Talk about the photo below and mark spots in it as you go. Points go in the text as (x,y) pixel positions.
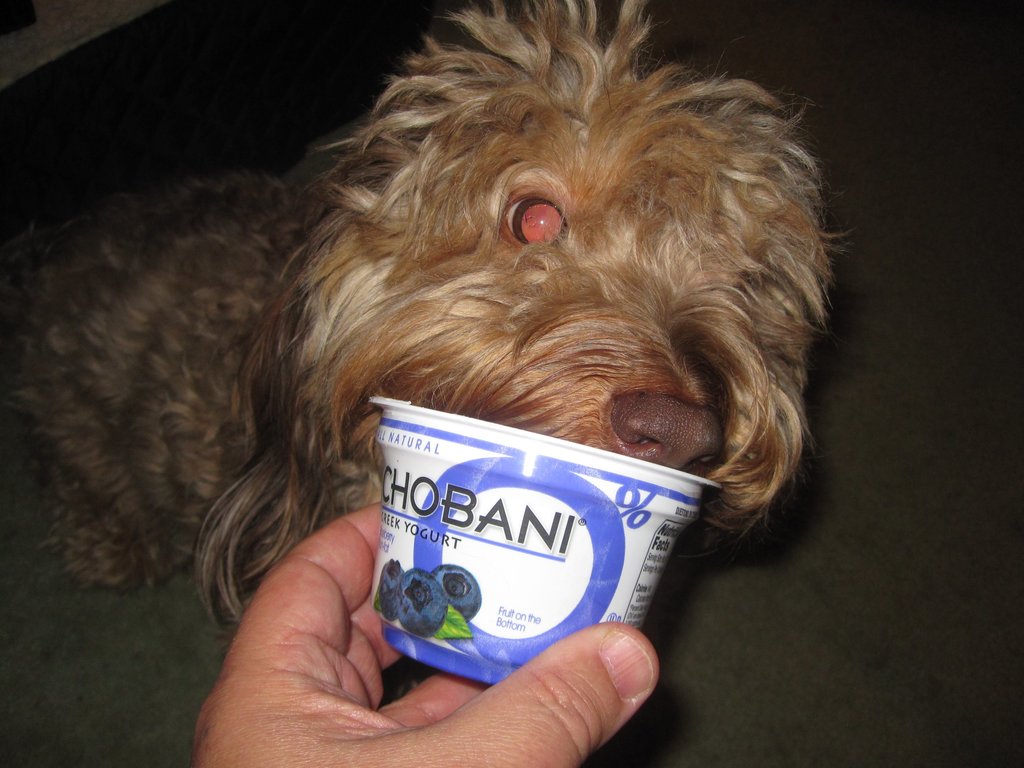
In this picture, we can see an animal (503,152), we can see a person's hand (379,756) holding some object (505,428), and we can see the ground (894,508).
